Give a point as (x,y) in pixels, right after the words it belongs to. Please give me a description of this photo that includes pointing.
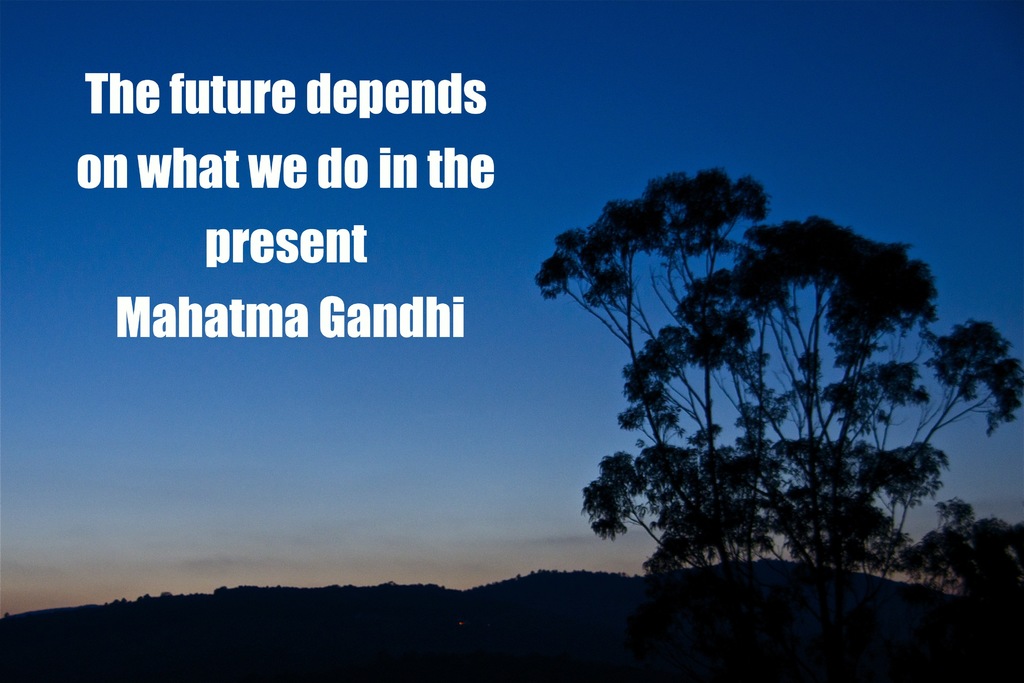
In this image there are trees (746,438), mountains (309,618) and the sky (441,422). In the foreground of the image (336,249) there is some text (318,254).
